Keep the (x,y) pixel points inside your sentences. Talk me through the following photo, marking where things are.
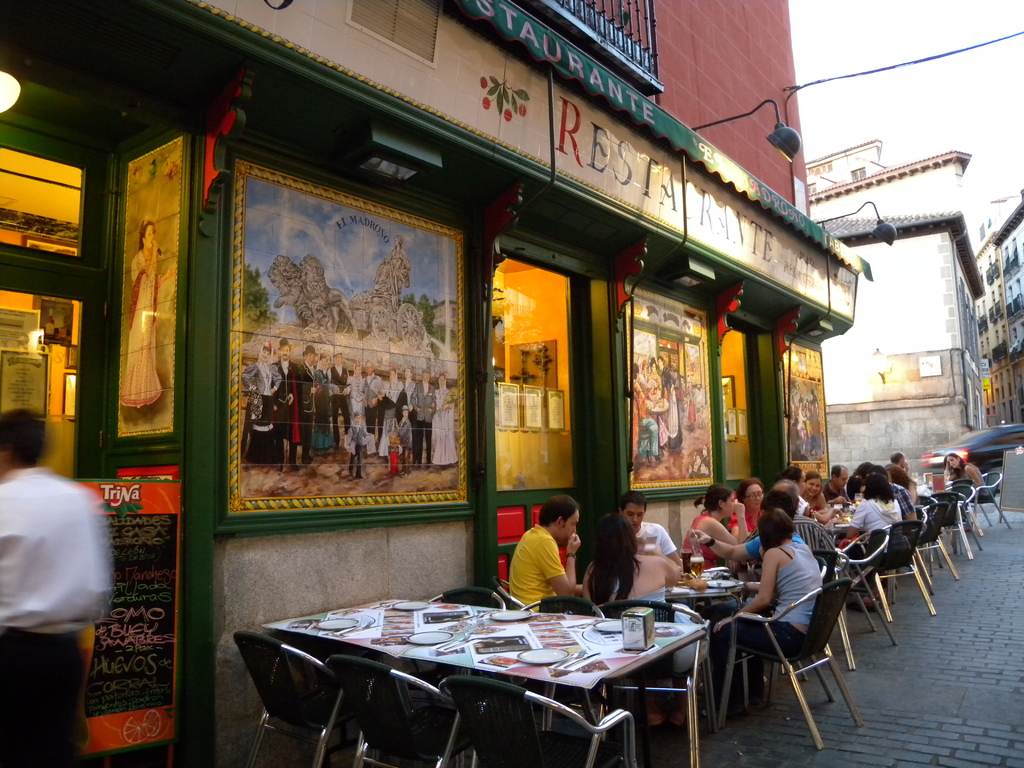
Here we can see some persons (954,465) are sitting on the chairs (944,500). These are the tables (546,661). On the table (488,647) there are plates (556,650), bottle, and a box (644,631). This is road (970,678). Here we can see some buildings (864,297). There are frames (651,397). Here we can see a man (80,544) who is standing on the road (278,753). There is a light (16,99) and this is board (765,262). Here we can see sky (873,81).
